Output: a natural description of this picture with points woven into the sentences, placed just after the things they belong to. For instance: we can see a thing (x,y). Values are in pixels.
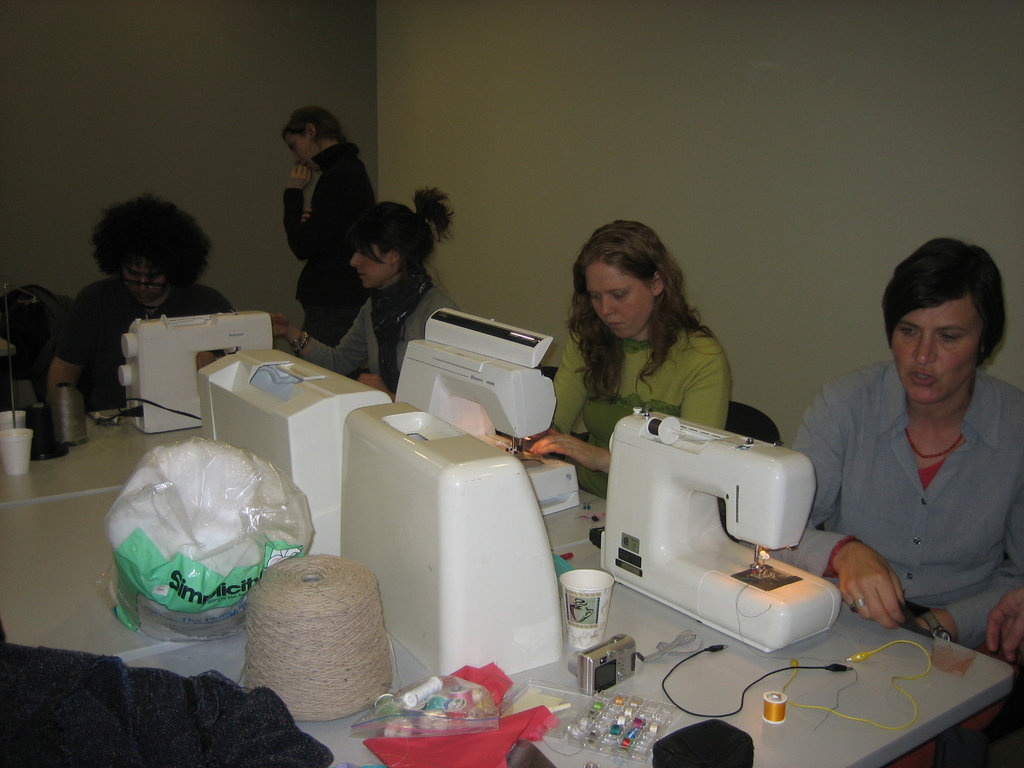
There are people (560,390) sitting in front of sewing machines (293,428) in the foreground area of the image (403,545), there are threads (324,605), a camera (610,644), glass (600,631), wire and other objects (165,486) on the table (650,647), there is a person (315,119) standing and a wall (350,110) in the background (350,206).
